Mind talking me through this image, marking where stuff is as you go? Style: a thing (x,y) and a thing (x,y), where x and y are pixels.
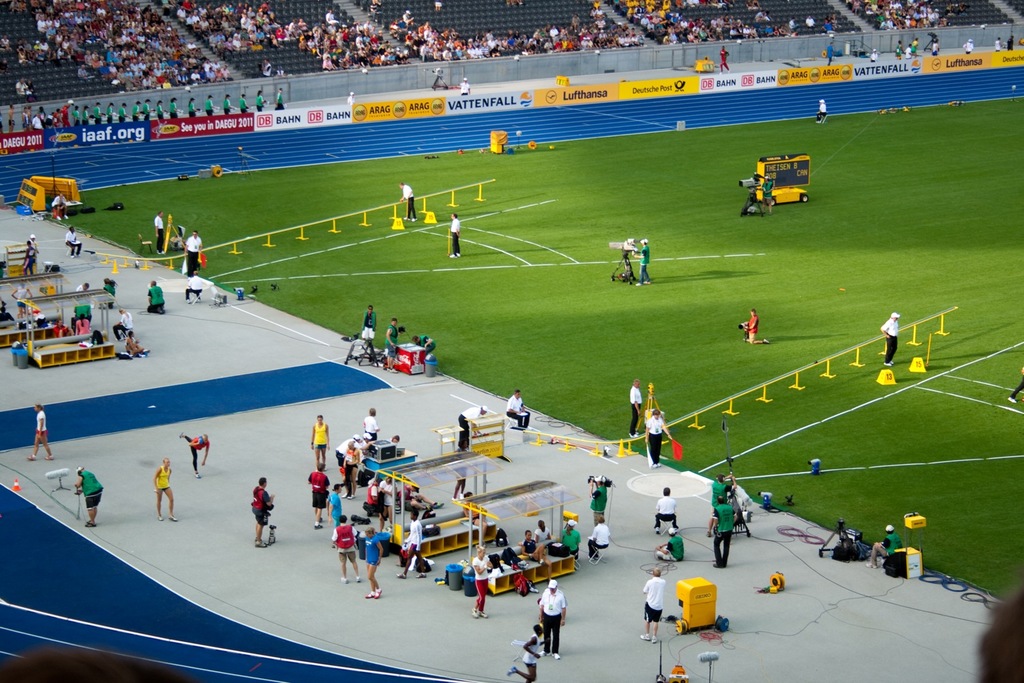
In this picture I can see persons (325,473) standing on the ground (280,635). I can see little people (675,553) sitting. I can see barriers (628,453). I can see spectators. I can see green grass (205,274). I can see hoardings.
